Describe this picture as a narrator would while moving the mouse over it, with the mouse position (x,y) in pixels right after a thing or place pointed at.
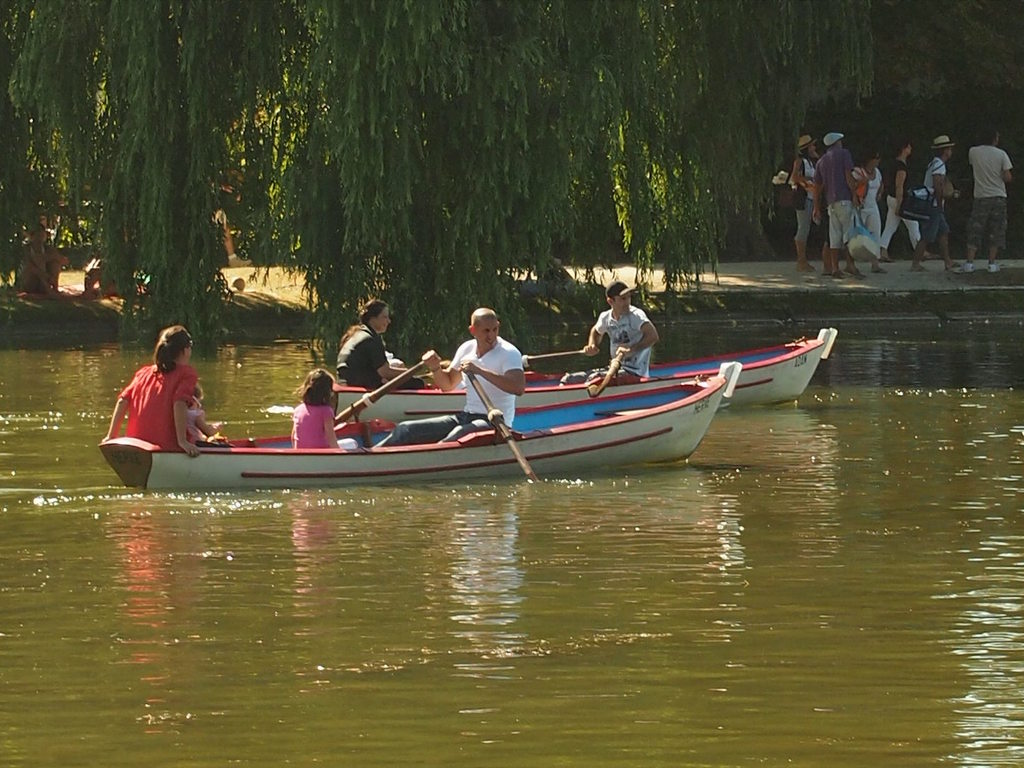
In this picture I can see two boats (630,393) on the water (854,389), there are group of people (487,386) sitting on the boats (720,376), two persons (496,387) holding the paddles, and in the background (522,272) there are trees (5,60) and group of people (830,204) standing.
